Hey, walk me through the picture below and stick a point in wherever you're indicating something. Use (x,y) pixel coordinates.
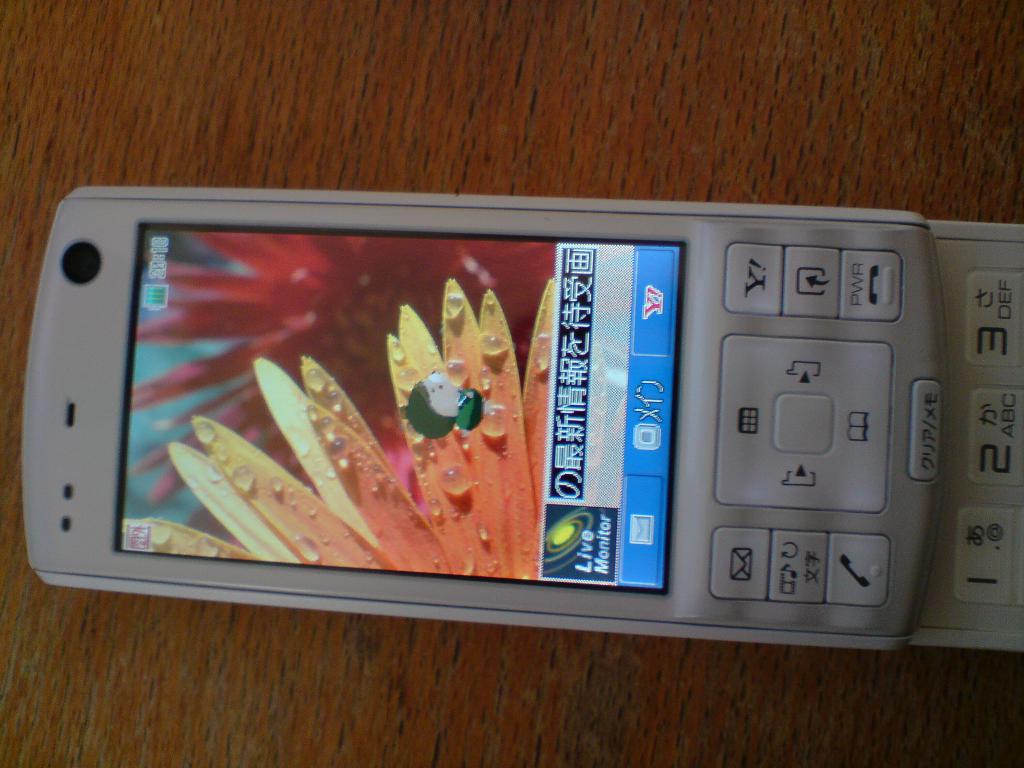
In this picture I can see the mobile phone (616,385) on the wooden table (516,712).
